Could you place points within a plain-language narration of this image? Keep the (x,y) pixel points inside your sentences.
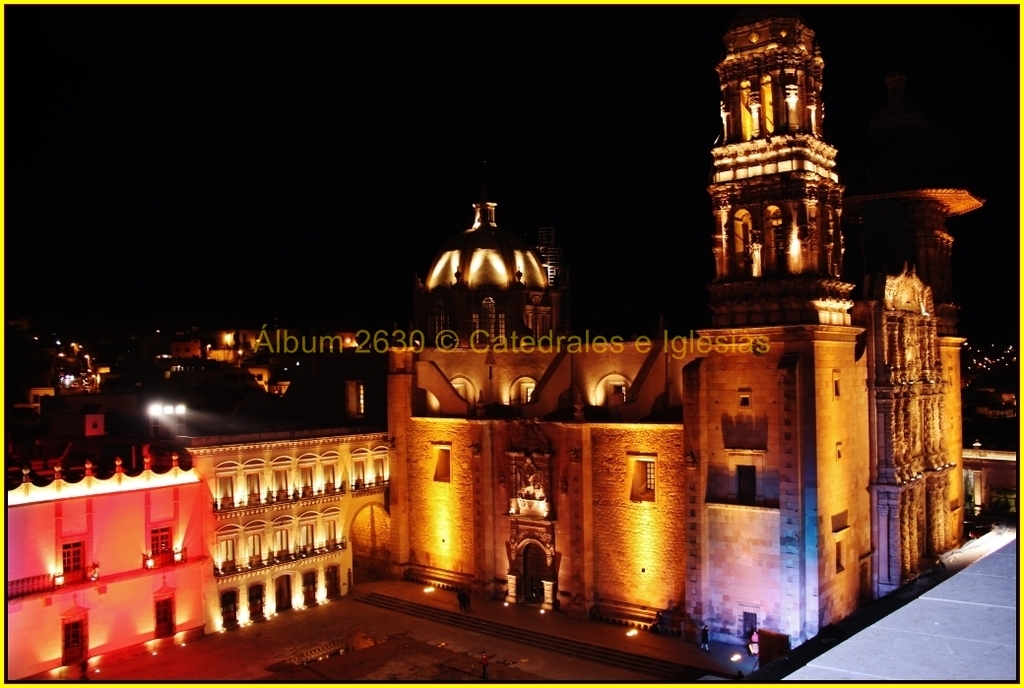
The image is taken from some website, there is a beautiful church (391,459) with many lights (63,487) and behind the church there are some other houses (112,366).
